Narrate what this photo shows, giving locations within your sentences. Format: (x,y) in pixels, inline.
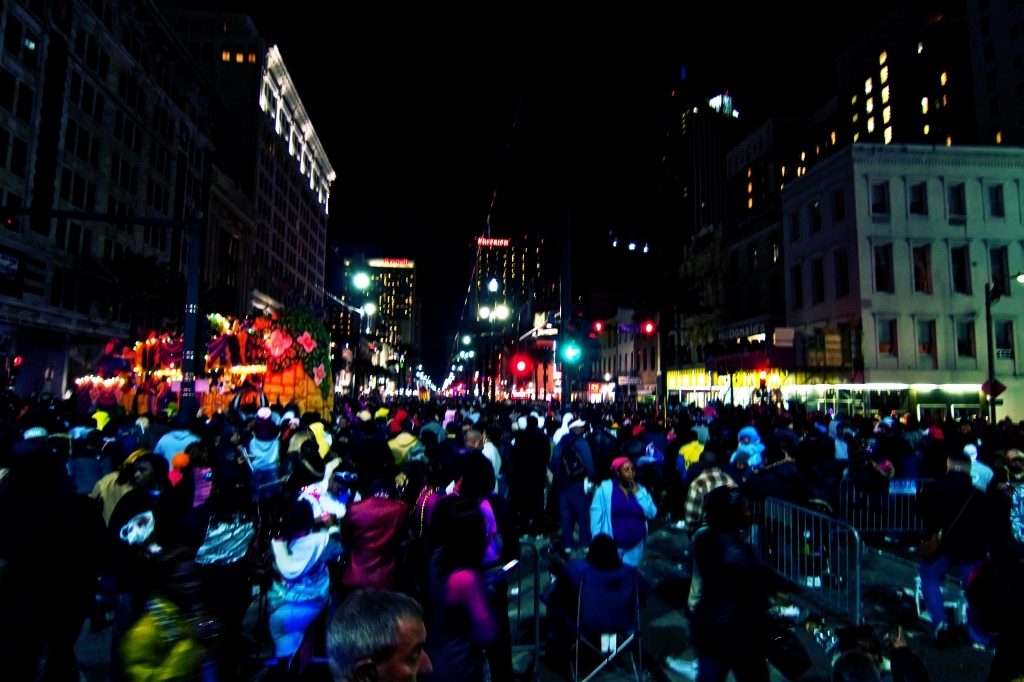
This picture is taken in the dark where we can see these people (561,612) on the road (803,603). Here we can see barrier gates (824,578), buildings (38,275), light poles (493,364) and the dark sky (620,188) in the background (649,164).
